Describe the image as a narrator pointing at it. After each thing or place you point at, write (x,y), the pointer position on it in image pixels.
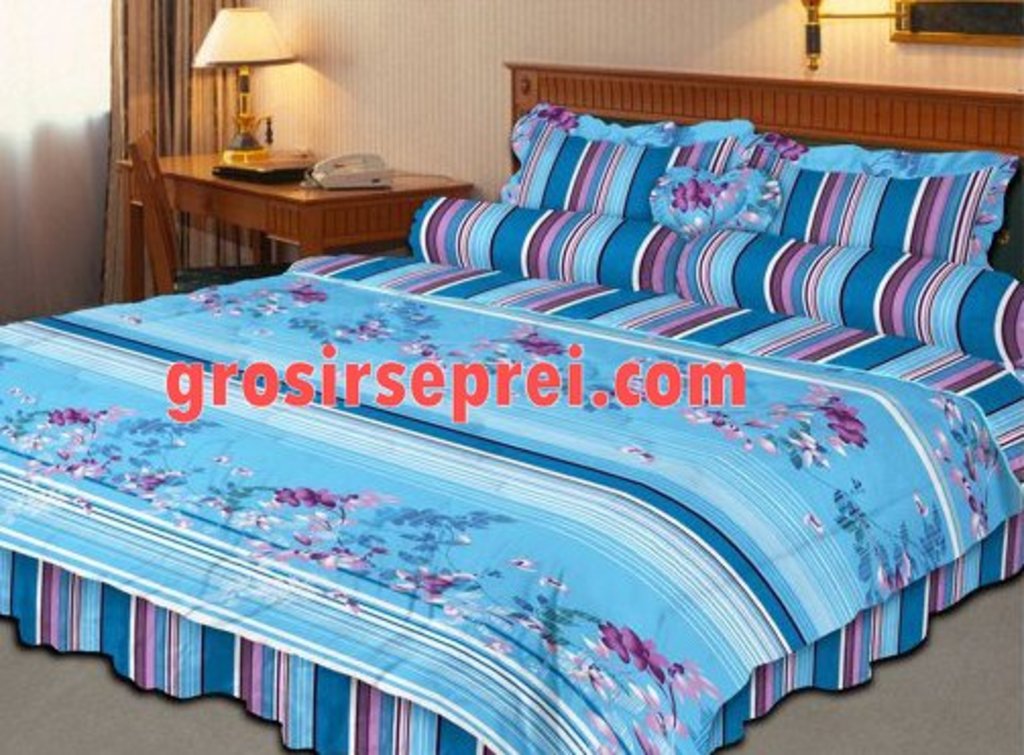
In the foreground of this image (541,471), there is a bed (491,557), pillows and a wall (785,49). On the top right (963,29), it seems like a lamp (847,13) and a frame (919,17) to the wall (774,55). In the background (282,193), there is a table (207,208), chair (162,250) and on the table (287,193), there is a lamp (251,149), telephone (336,170) and few objects (298,156). Behind it, there is a curtain (168,81).
